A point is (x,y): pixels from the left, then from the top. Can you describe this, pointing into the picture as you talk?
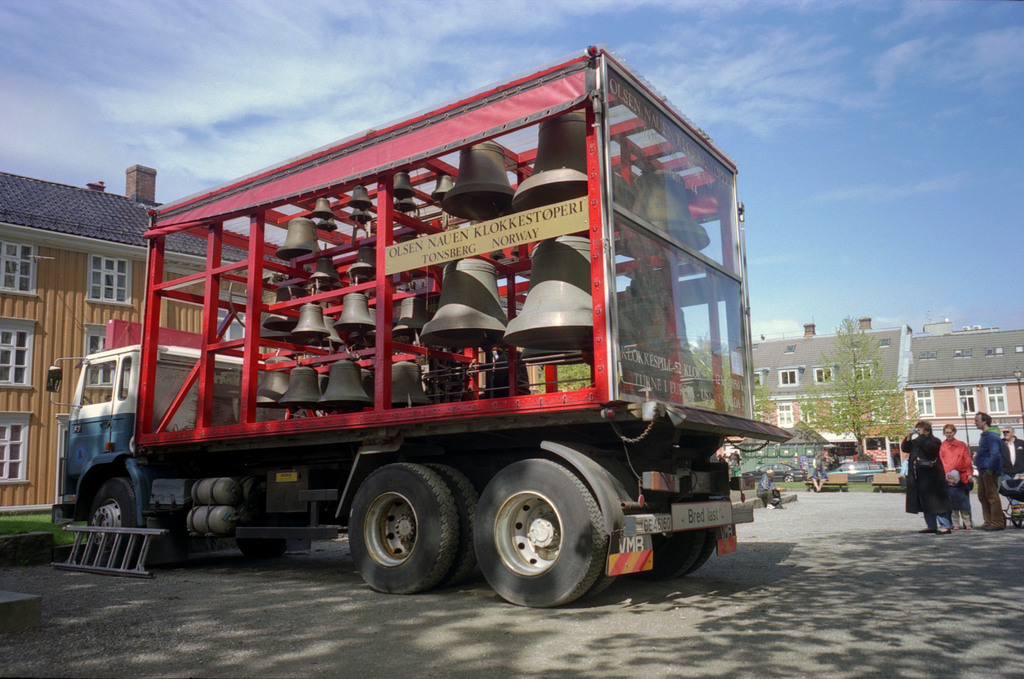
In this image we can see a vehicle (308,463) which is on the road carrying some bells (477,335) and at the background of the image (926,470) there are some persons (913,454) standing there are some trees (818,421), houses (958,368) and cloudy sky (905,199).
